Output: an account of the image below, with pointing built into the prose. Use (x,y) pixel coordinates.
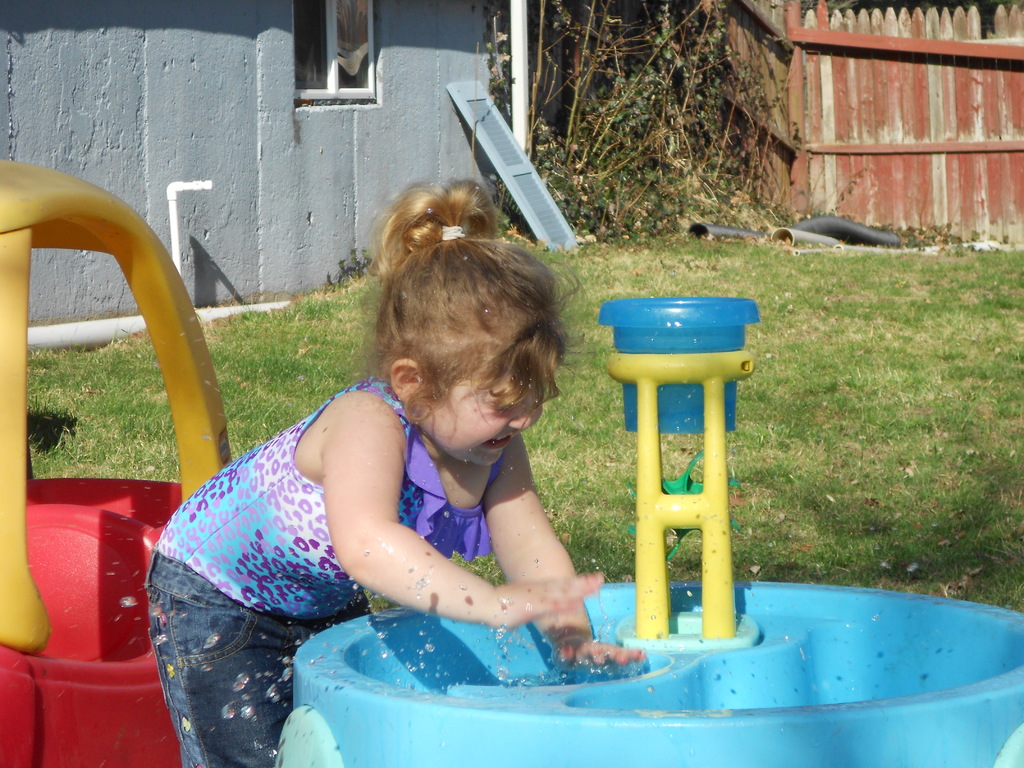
In this image I can see the red, yellow and blue color objects (89,588). In-between these objects (481,670) I can see the person (201,591) standing and wearing the blue, white and purple color dress (257,544). In the background (99,156) I can see the pole (520,130), wooden object (493,104), railing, plants (577,145) and the wall (419,115).
